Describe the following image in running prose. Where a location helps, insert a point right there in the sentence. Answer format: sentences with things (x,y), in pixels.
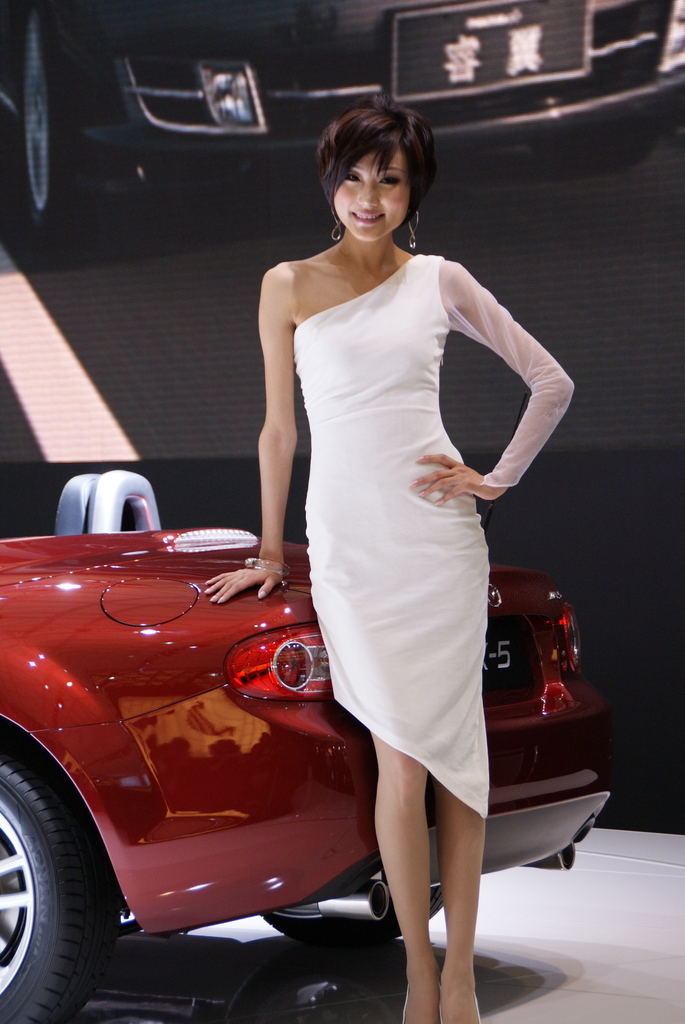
In this image there is a girl (442,485) in the middle (372,525) who is standing beside the car (245,691) by keeping her hand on it. In the background (142,232) there is a poster (154,228) of a car (172,105).
